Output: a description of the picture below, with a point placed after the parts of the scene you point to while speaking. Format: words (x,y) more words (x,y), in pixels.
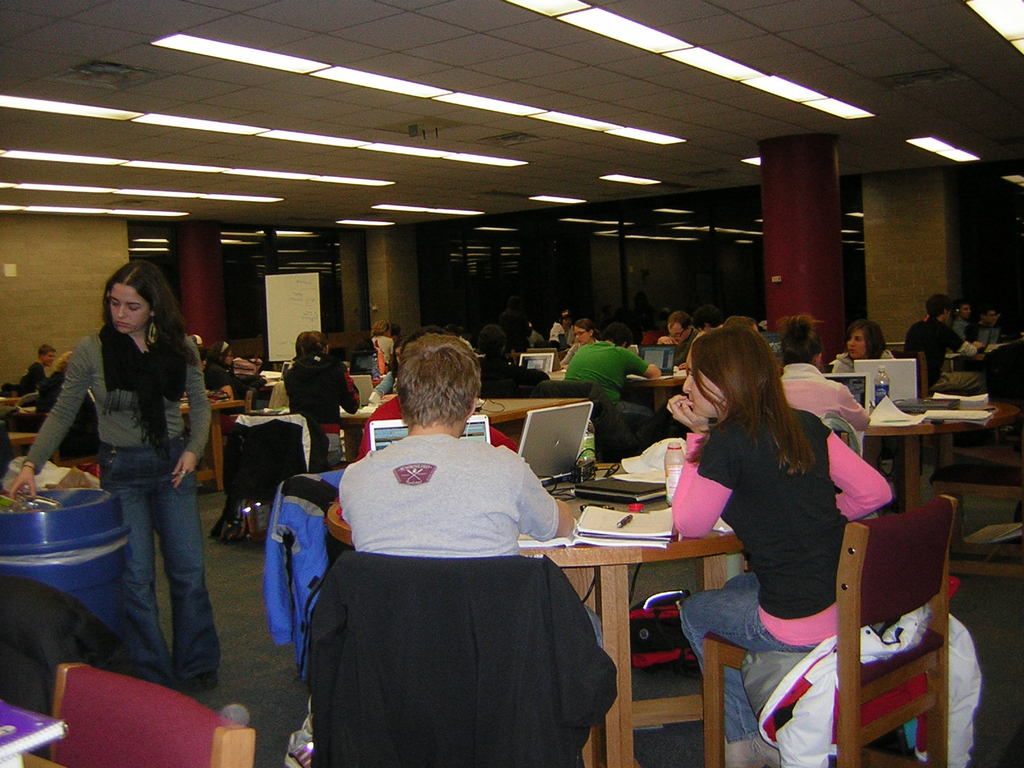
Here we can see groups of people (330,401) sitting on chairs (901,594) with a table (636,553) having laptops (574,440) and books (633,539) present in front of them and then at the left side (194,491) we can see a woman (127,299) throwing trash (44,507) and at the top (120,190) we can see lights (543,113).
